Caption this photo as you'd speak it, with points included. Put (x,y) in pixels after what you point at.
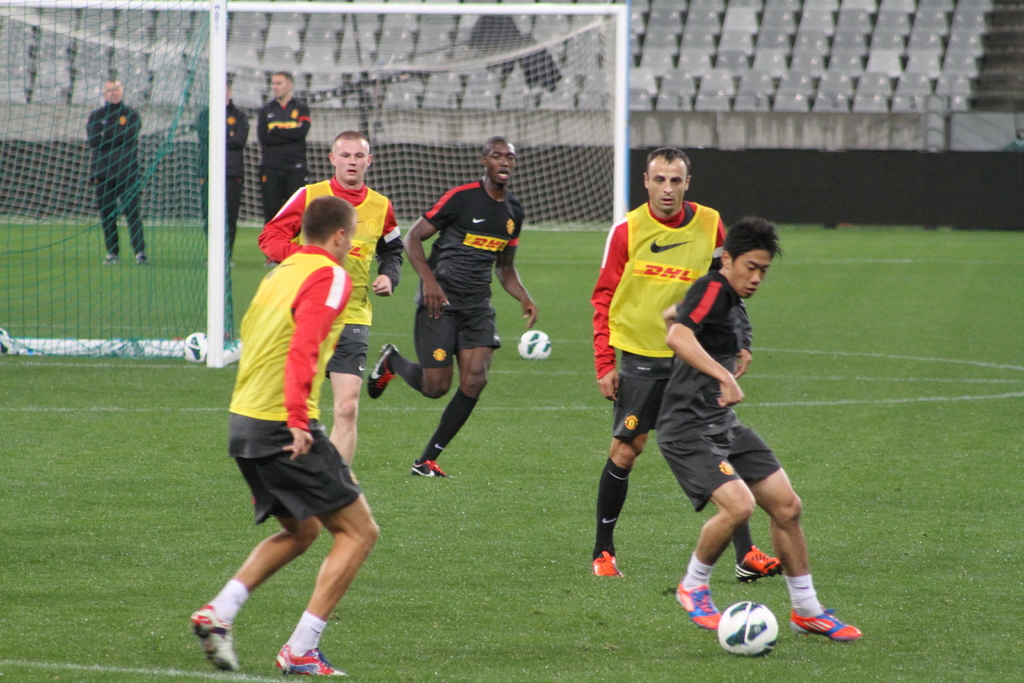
In this image I can see grass ground (507,299) and on it I can see white lines (932,360), a goal post (97,345) and few people (300,532) are standing. I can also see a white color football (733,623) and in the background (376,62) I can see number of chairs (849,84).
